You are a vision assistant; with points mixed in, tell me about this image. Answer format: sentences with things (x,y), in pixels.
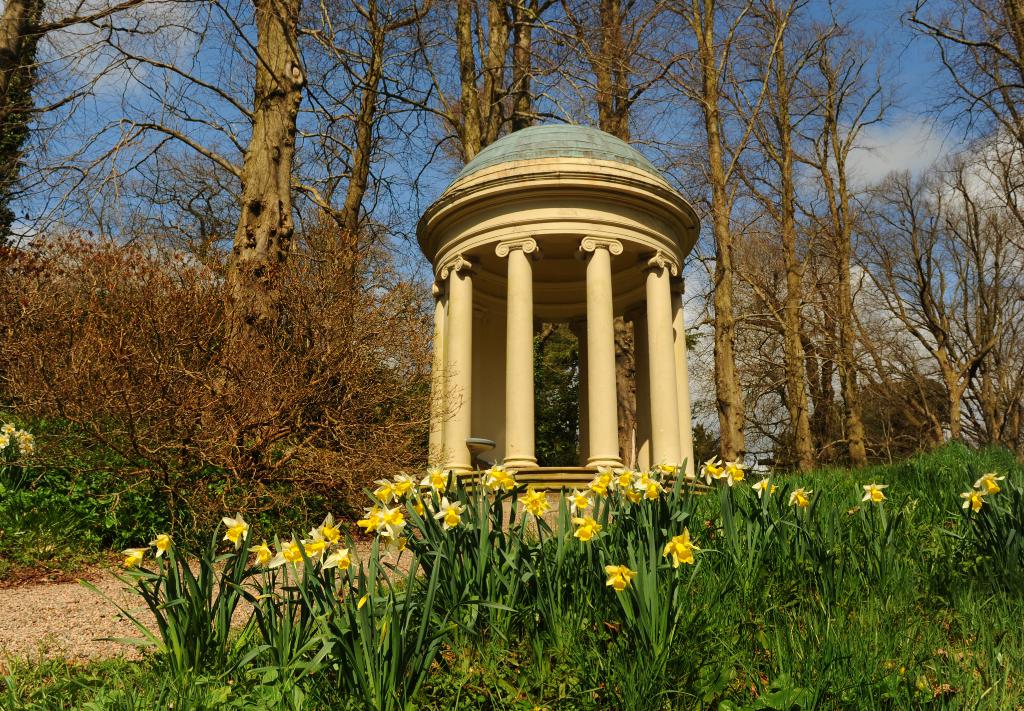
In this picture I can see the monument (676,230), beside that I can see the trees (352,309), plants (176,441) and grass (762,636). At the bottom (571,548) I can see the yellow flowers (398,525) and plants (782,537). At the top (814,9) I can see the sky (681,105) and clouds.
